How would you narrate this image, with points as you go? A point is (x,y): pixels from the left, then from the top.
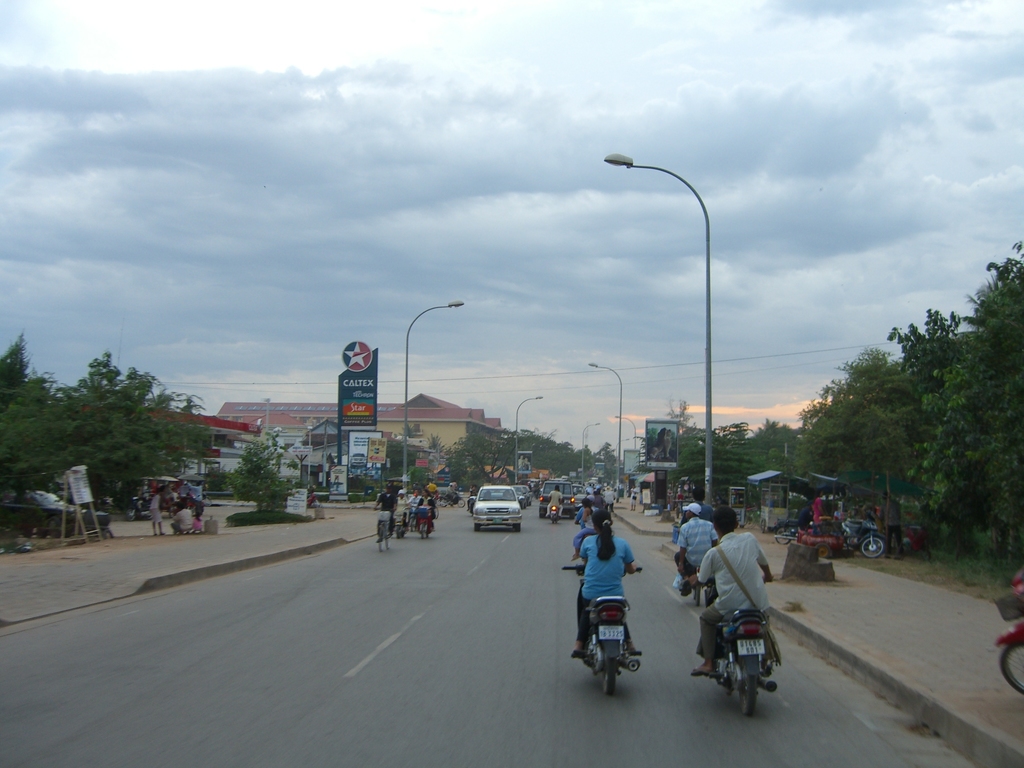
On the road (456,583) there are a lot of vehicles (544,502), in the left side (246,479) there are some trees (201,432) and stores (275,424). In the right side (862,597) there is a footpath (868,633) and on the footpath (870,574) there are many street lights (620,414) and beside the lights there are some other vehicles (858,529) and beside the vehicles (874,528) there are a lot of trees (929,448).
